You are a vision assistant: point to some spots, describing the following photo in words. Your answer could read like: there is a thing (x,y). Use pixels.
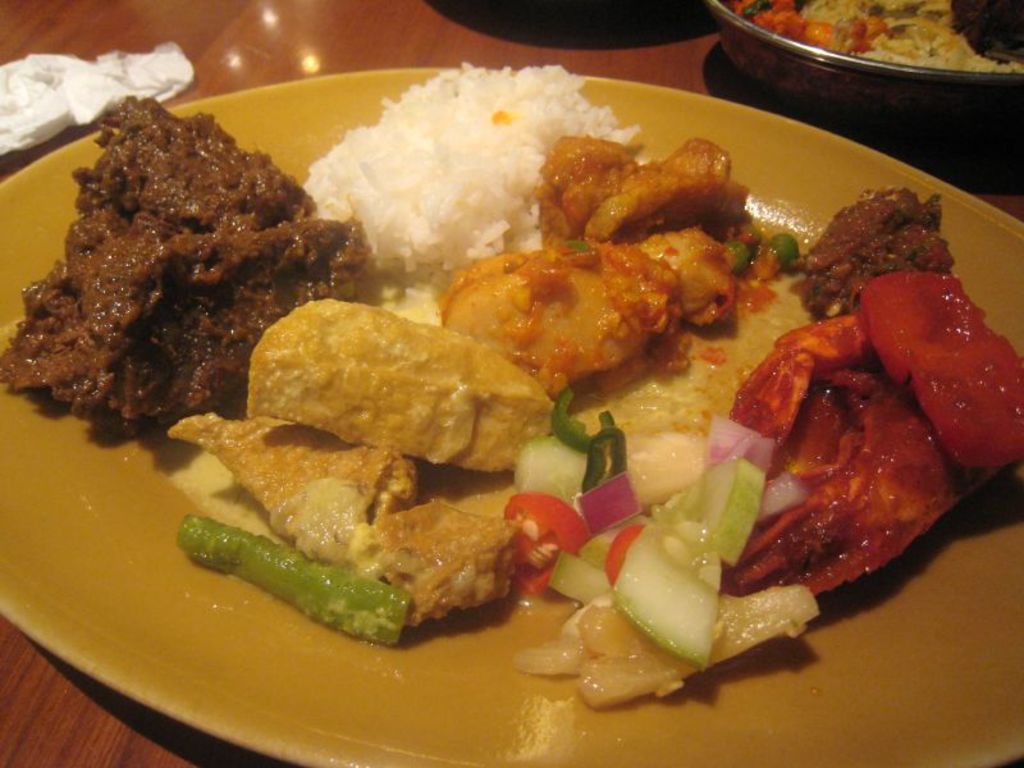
In this image I can see a plate (66,450) kept on the table (33,154), and I can see food item (417,110) visible on the plate (158,609) and at the top (932,17) I can see a bowl (771,36) contain a food item (775,16).
